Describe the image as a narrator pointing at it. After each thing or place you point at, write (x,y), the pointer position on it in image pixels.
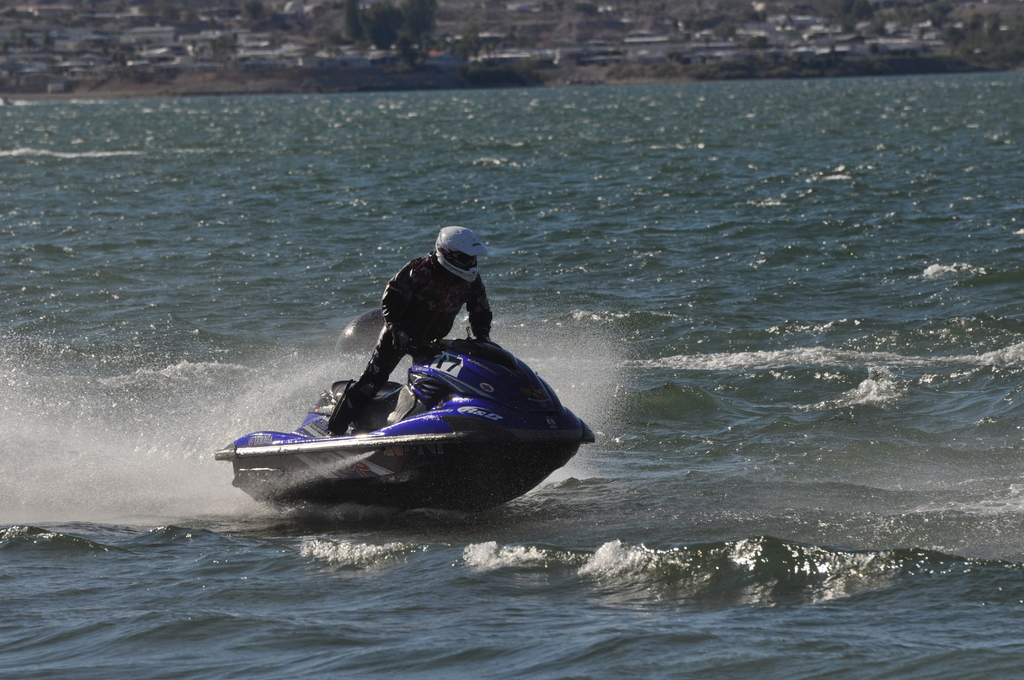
In this image we can see a man (456,268) wearing the helmet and also boating on the surface of the water (935,529). In the background (167,31) we can see the trees (433,41) and also the buildings (246,33).
